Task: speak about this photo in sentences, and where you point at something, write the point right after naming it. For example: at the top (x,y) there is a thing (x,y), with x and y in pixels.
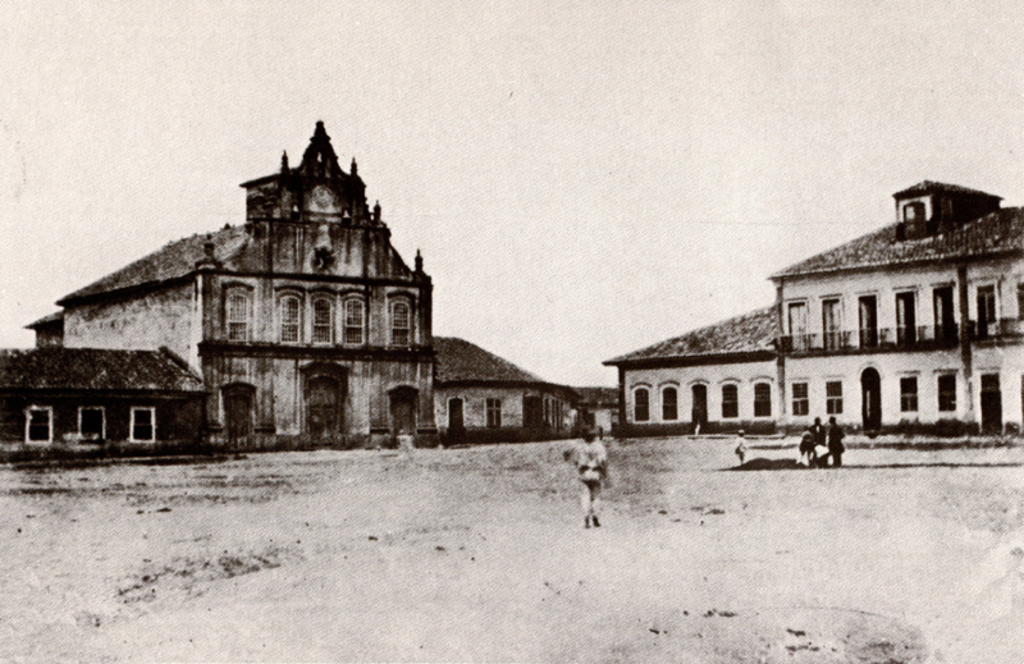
It is a black and white image, in the middle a person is walking, these are the buildings (381,308). At the top (683,221) it's a cloudy sky (448,286).
